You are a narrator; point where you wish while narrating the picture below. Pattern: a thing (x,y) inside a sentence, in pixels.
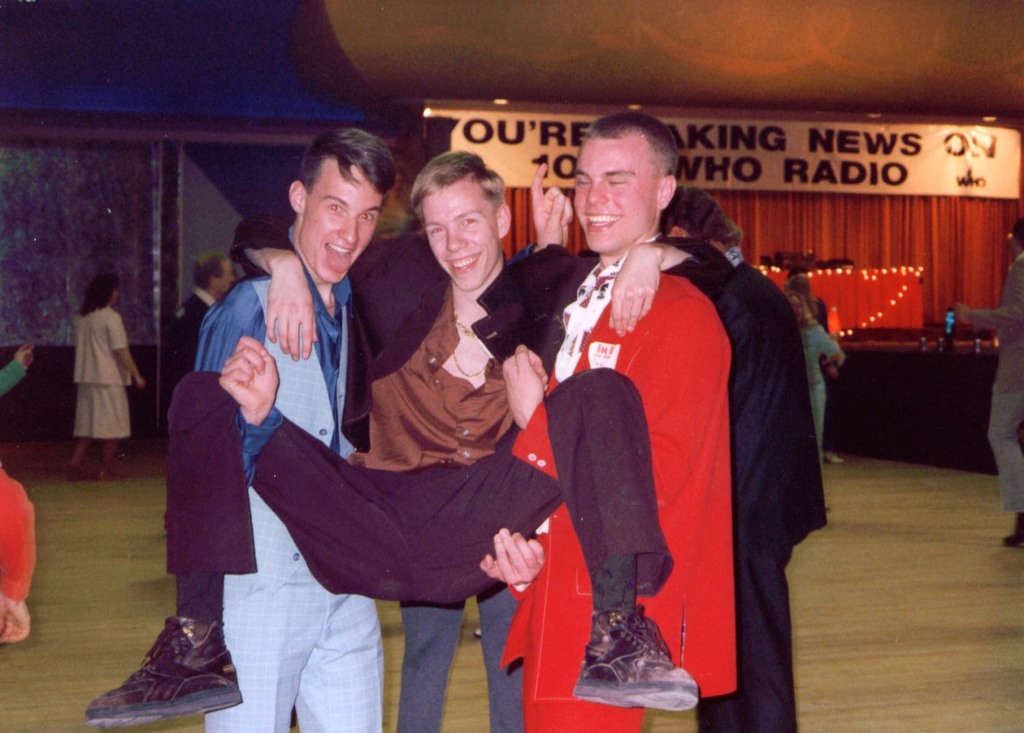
In this picture there are boys (478,419) in the center of the image (417,293) and there are other people (10,517) in the background area of the image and there is a flex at the top side of the image (779,148).
